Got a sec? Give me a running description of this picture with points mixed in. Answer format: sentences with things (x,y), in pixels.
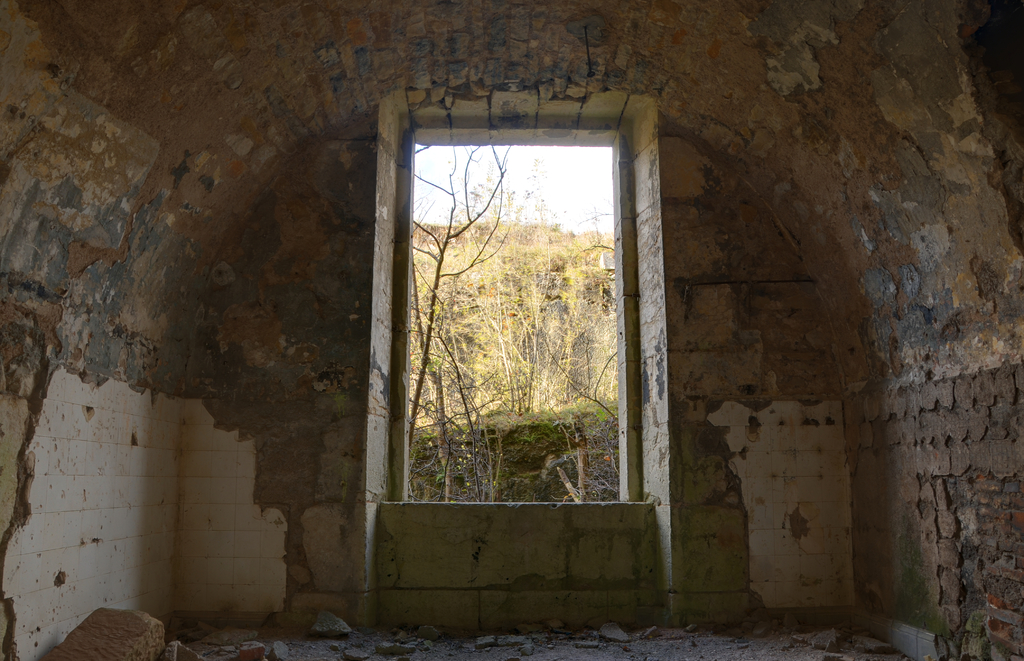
In this image I can see building (392,298) and window (424,122). Back I can see trees (470,286). We can see brick wall (129,277). The sky (580,190) is in white color.
